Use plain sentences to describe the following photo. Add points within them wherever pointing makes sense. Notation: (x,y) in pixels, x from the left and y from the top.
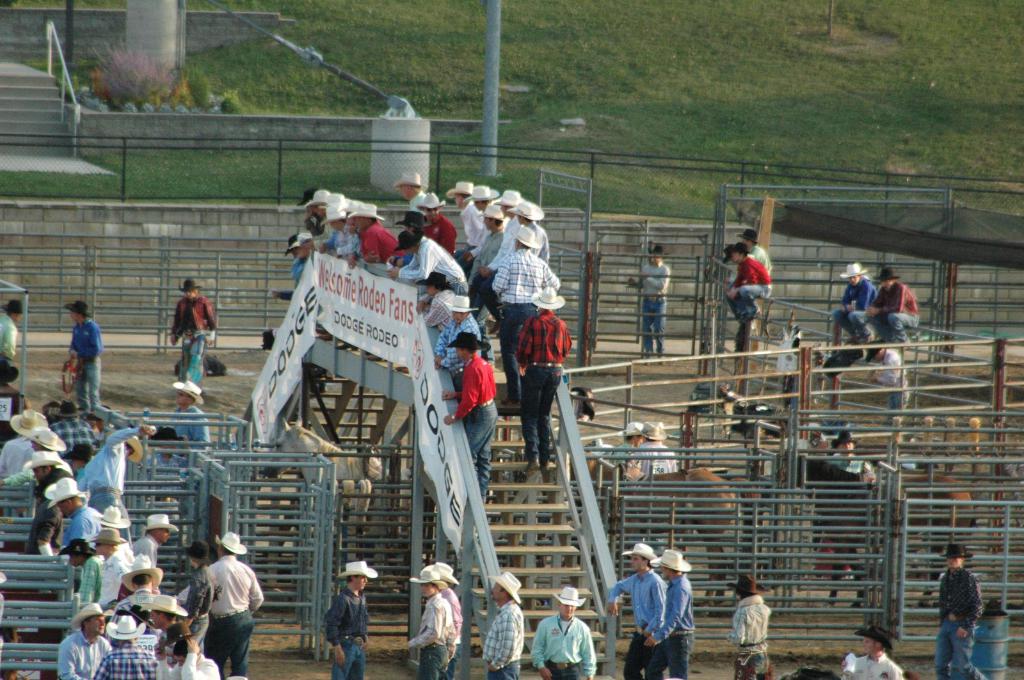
As we can see in the image there are stairs (530,611), iron rods (152,508), banners (305,310), many people (46,518) here and there, fence (777,296) and grass (646,7).
